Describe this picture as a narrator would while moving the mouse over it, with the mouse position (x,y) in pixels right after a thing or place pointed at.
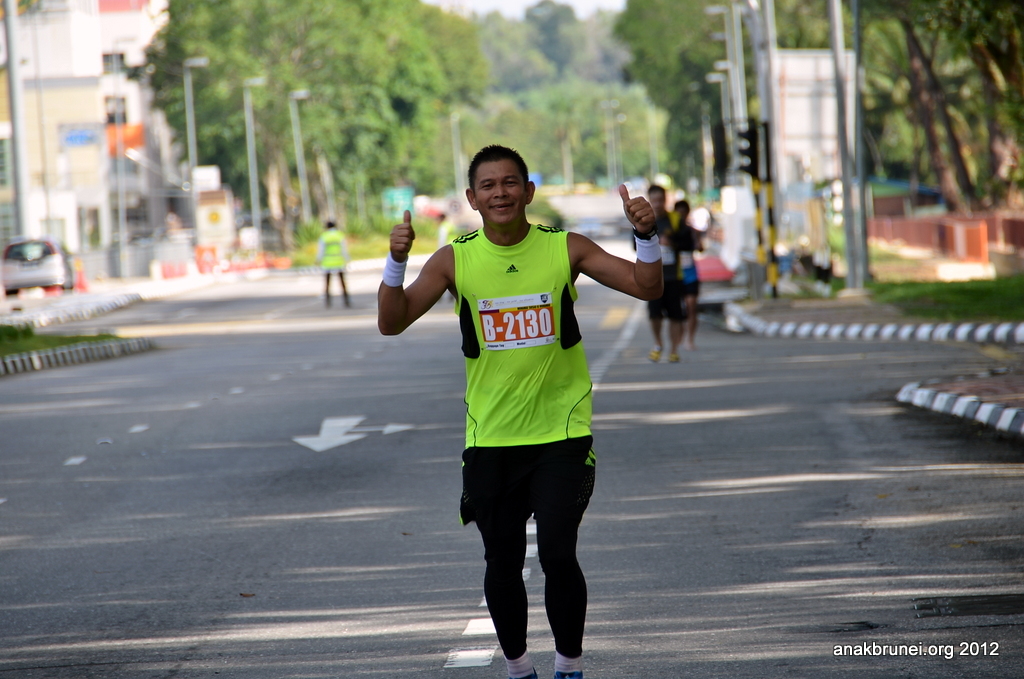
In this image, there are a few people (465,322). We can see the ground (408,522). We can see some poles (865,245), trees (433,104), boards (216,179) and buildings (80,31). We can also see a vehicle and some grass (927,312). We can also see some text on the bottom right corner (978,648).
